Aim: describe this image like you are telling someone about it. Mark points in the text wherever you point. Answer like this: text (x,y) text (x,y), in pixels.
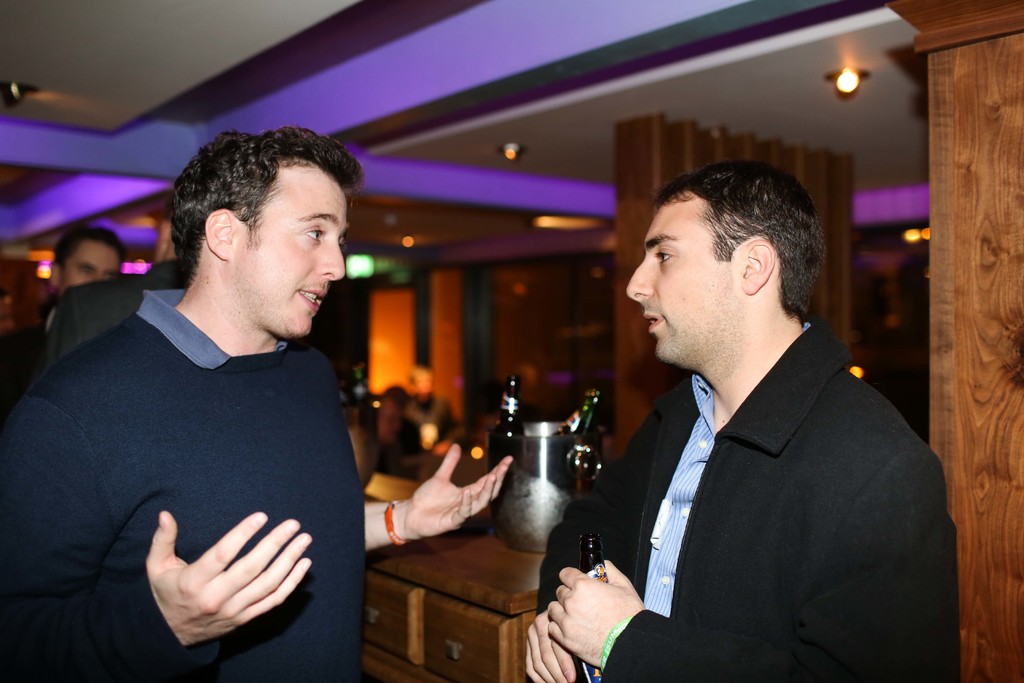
In this image on the right side (696,480), I can see a person (699,580) holding a glass bottle (591,567). On the left side (126,423) I can see some people (138,391). At the top (852,95) I can see the lights (843,72).
